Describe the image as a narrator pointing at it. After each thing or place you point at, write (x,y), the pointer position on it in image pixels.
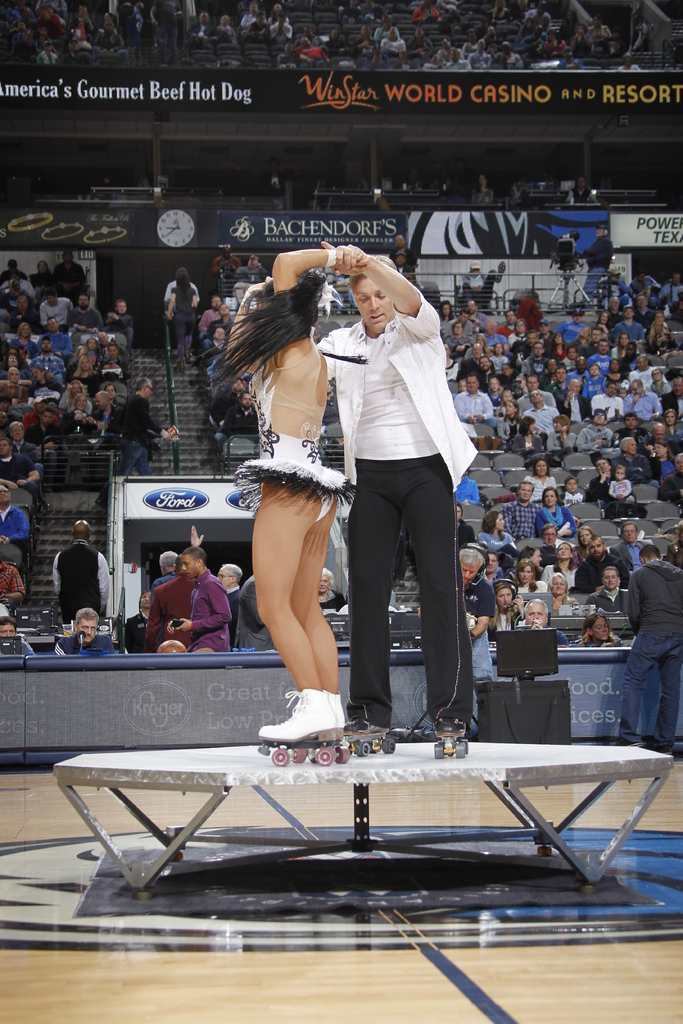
In this image two people (303,690) are dancing on the table (393,759). At the background (95,328) people (88,369) are sitting on the chairs (608,524).
